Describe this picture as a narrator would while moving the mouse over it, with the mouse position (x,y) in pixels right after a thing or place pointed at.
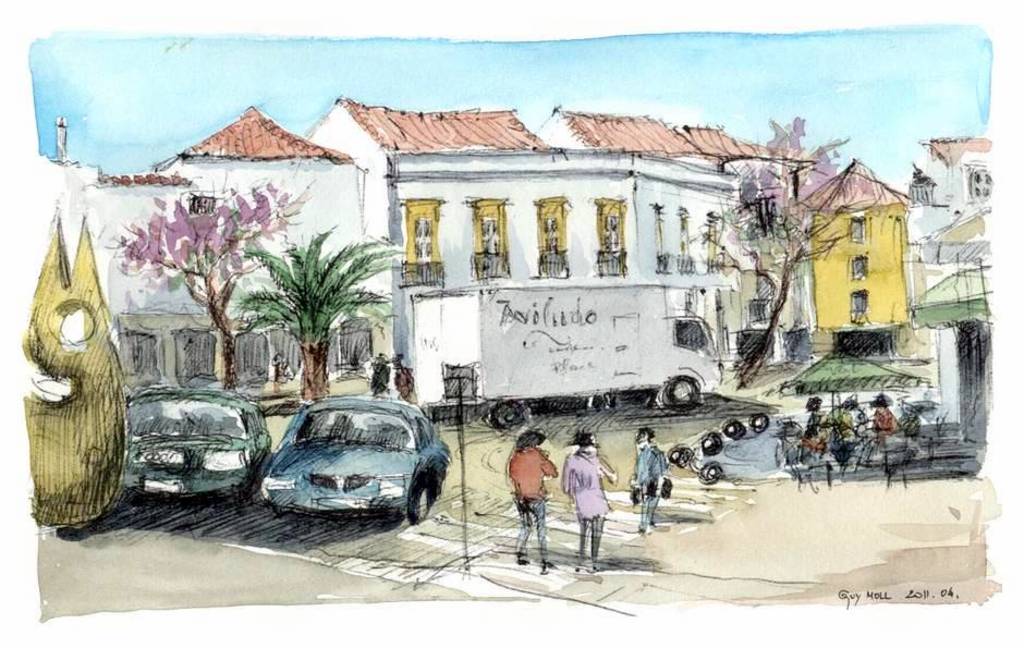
In this image I can see few people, few buildings (659,208), trees (176,236), windows (500,228) and few vehicles (563,352). The sky (574,97) is in blue color.
